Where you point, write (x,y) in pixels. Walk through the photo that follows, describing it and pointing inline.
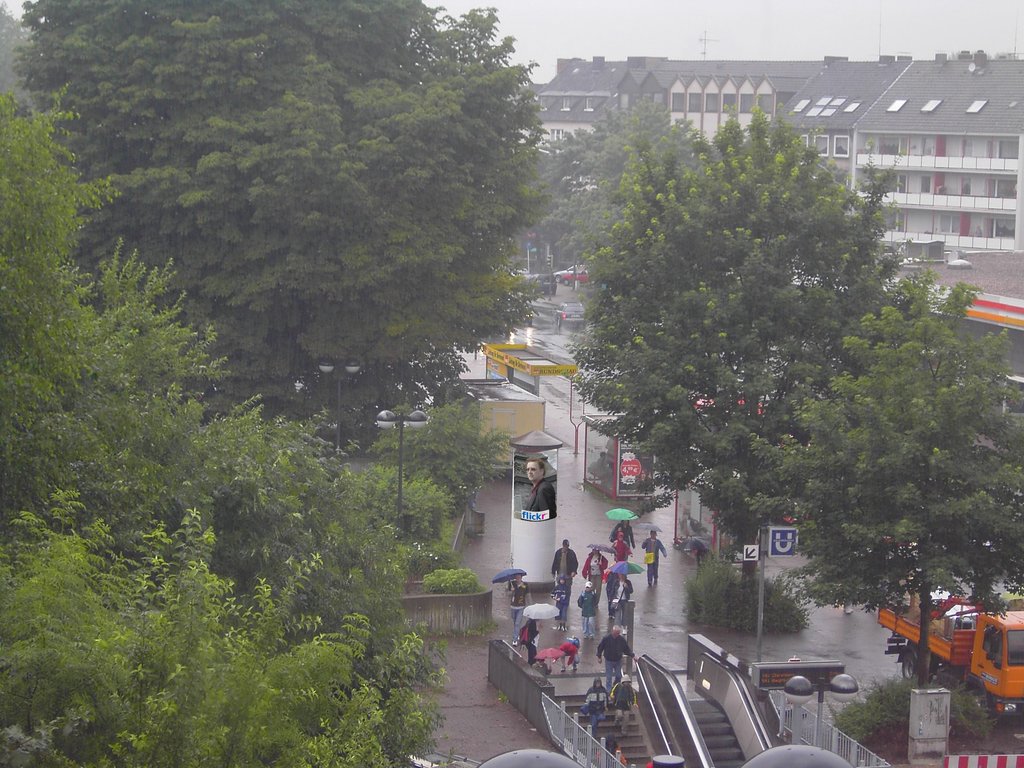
In this picture I can see few trees (761,333) and buildings (903,204) and a mini truck (904,611) and few people (592,570) walking holding umbrellas (660,528) and I can see a pole light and a sign board (787,549) to the pole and I can see stairs (577,678) and few plants (906,712) and I can see a cloudy sky (769,58) and few cars (581,268).
